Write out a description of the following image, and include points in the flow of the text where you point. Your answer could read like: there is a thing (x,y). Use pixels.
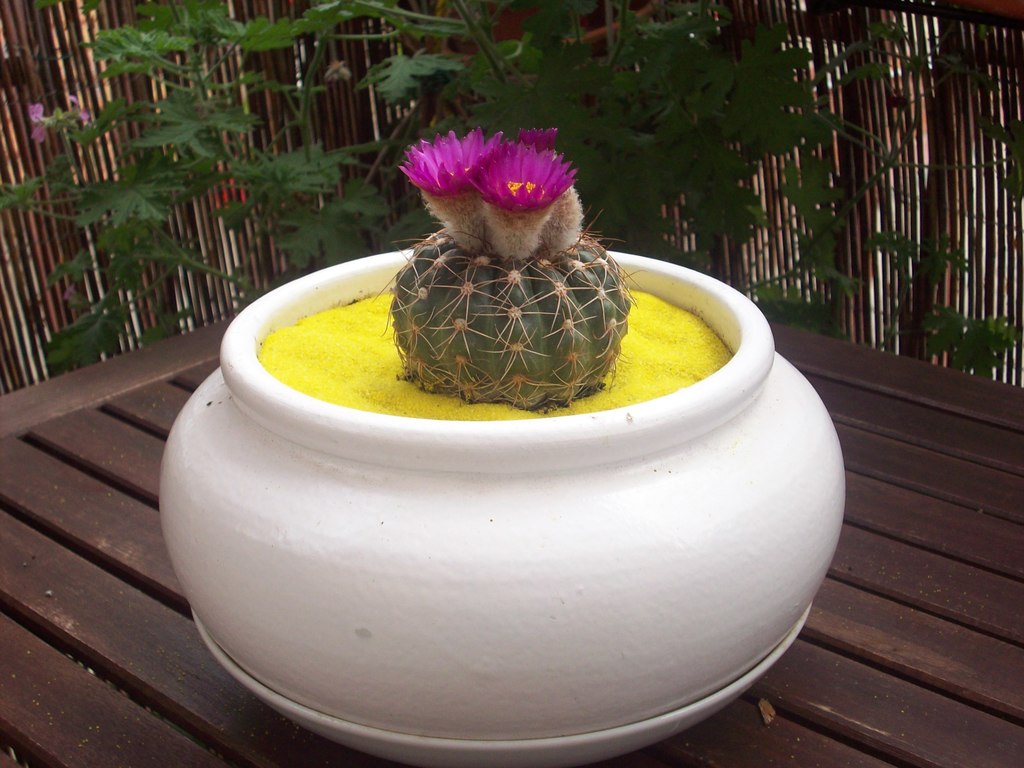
There is an object (582,335) present on a white color pot (360,545) as we can see in the middle of this image (391,432). There is a wooden surface (138,466) at the bottom of this image (153,601). We can see a plant (553,108) and other objects (7,108) in the background (499,52).
